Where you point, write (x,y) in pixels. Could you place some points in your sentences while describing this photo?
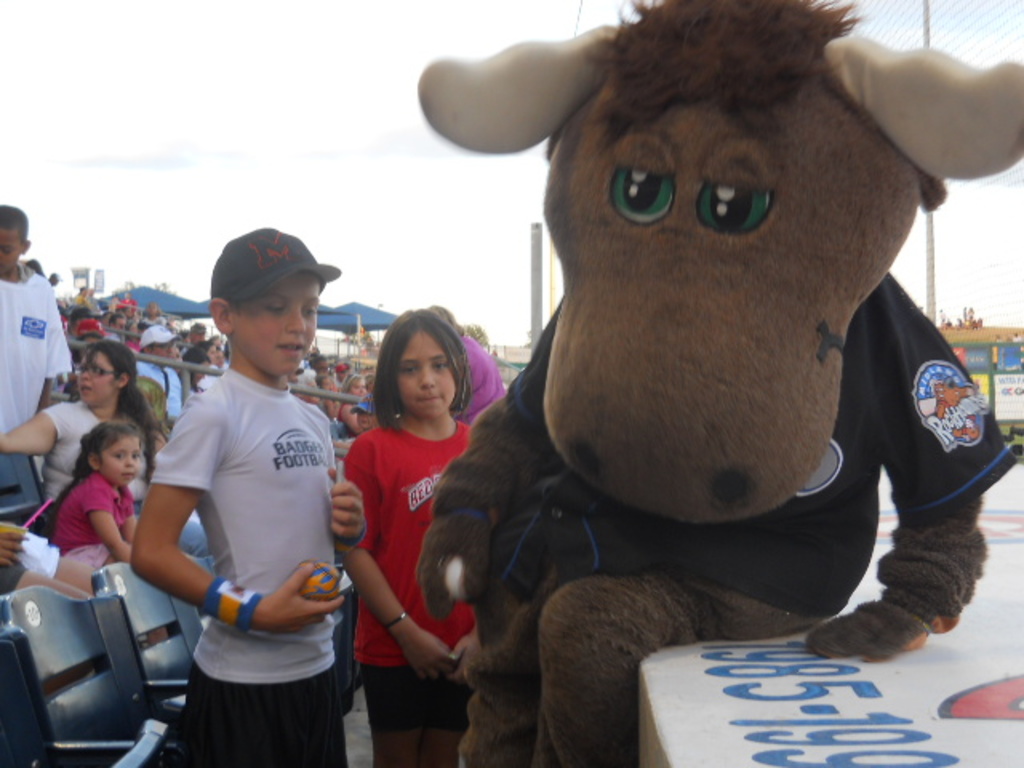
In this image we can see a person (532,589) in a different costume (680,555) sitting here and these two children (225,472) are standing here. In the background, we can see chairs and people (142,472) sitting on it, tents (335,321), poles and the sky (319,166).
